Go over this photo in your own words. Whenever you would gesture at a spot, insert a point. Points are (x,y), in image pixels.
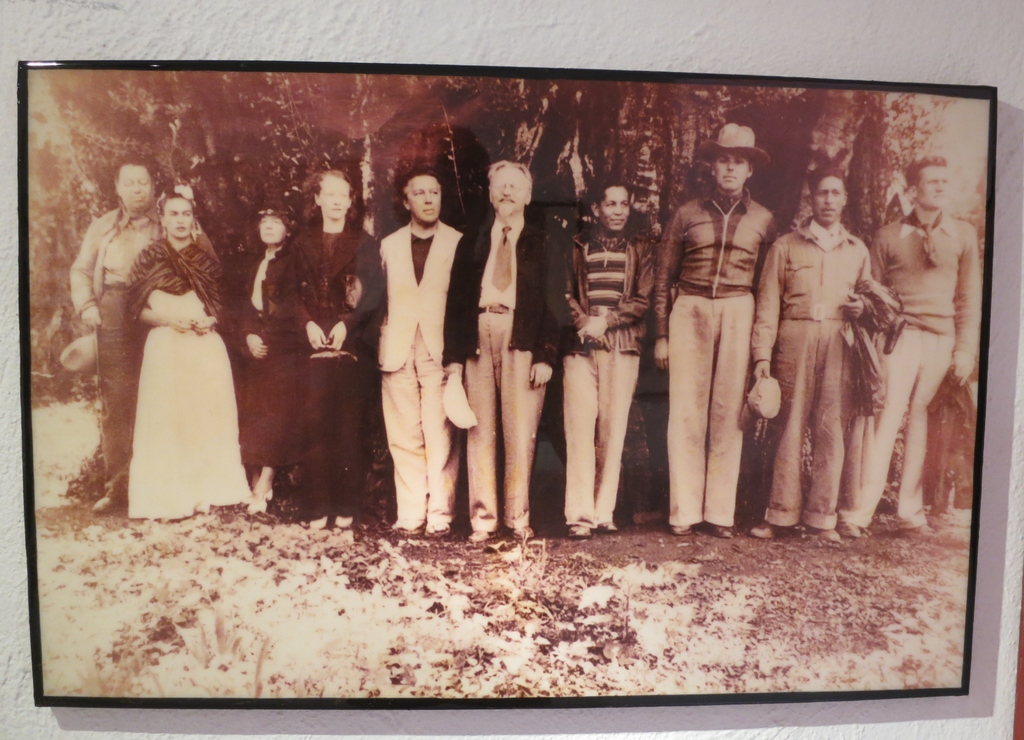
In this image we can see the photo frame (516,351) attached to the wall (392,30) in that there are people (498,367) standing on the ground (597,560) and holding objects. And at the back (383,194) we can see the trees (452,219).
